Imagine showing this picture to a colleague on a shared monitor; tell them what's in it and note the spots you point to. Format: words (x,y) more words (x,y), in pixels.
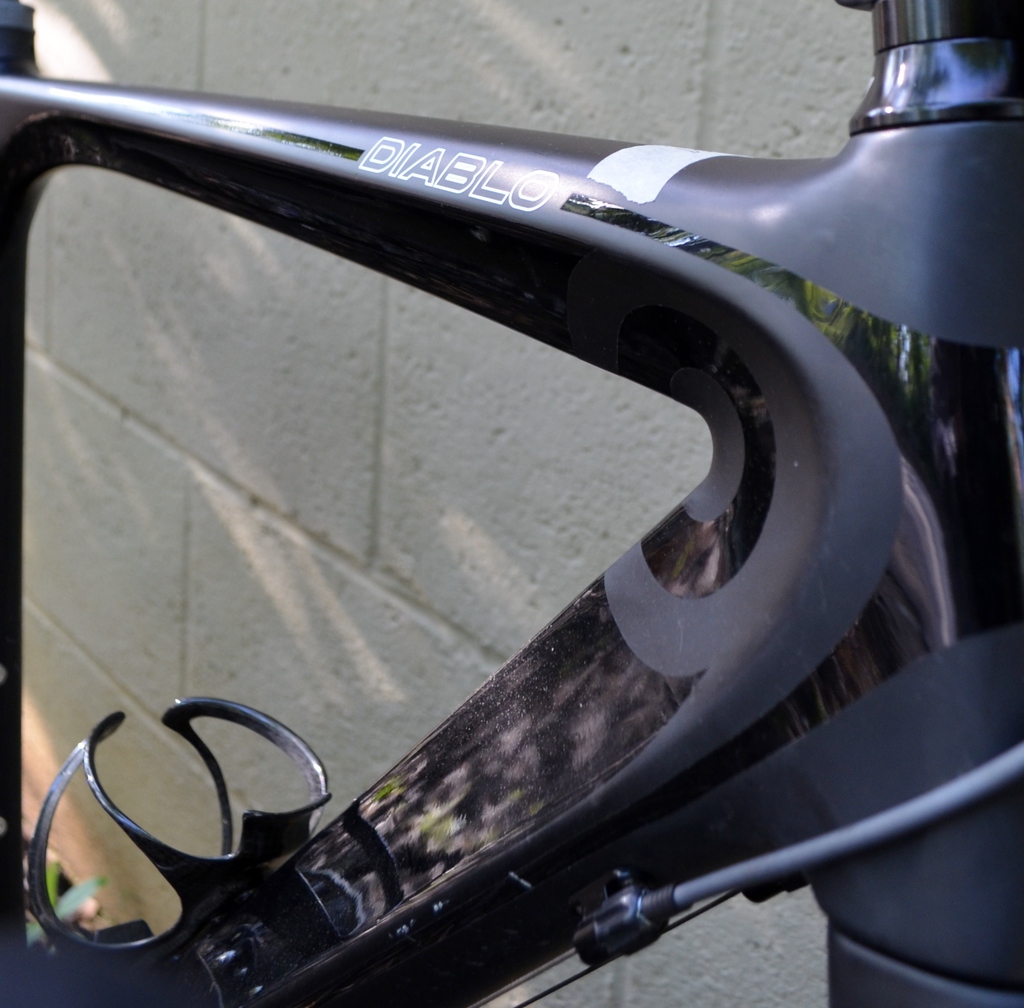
In this image I can see a part of a bicycle (710,368). At the back of it, I can see the wall (510,66).
